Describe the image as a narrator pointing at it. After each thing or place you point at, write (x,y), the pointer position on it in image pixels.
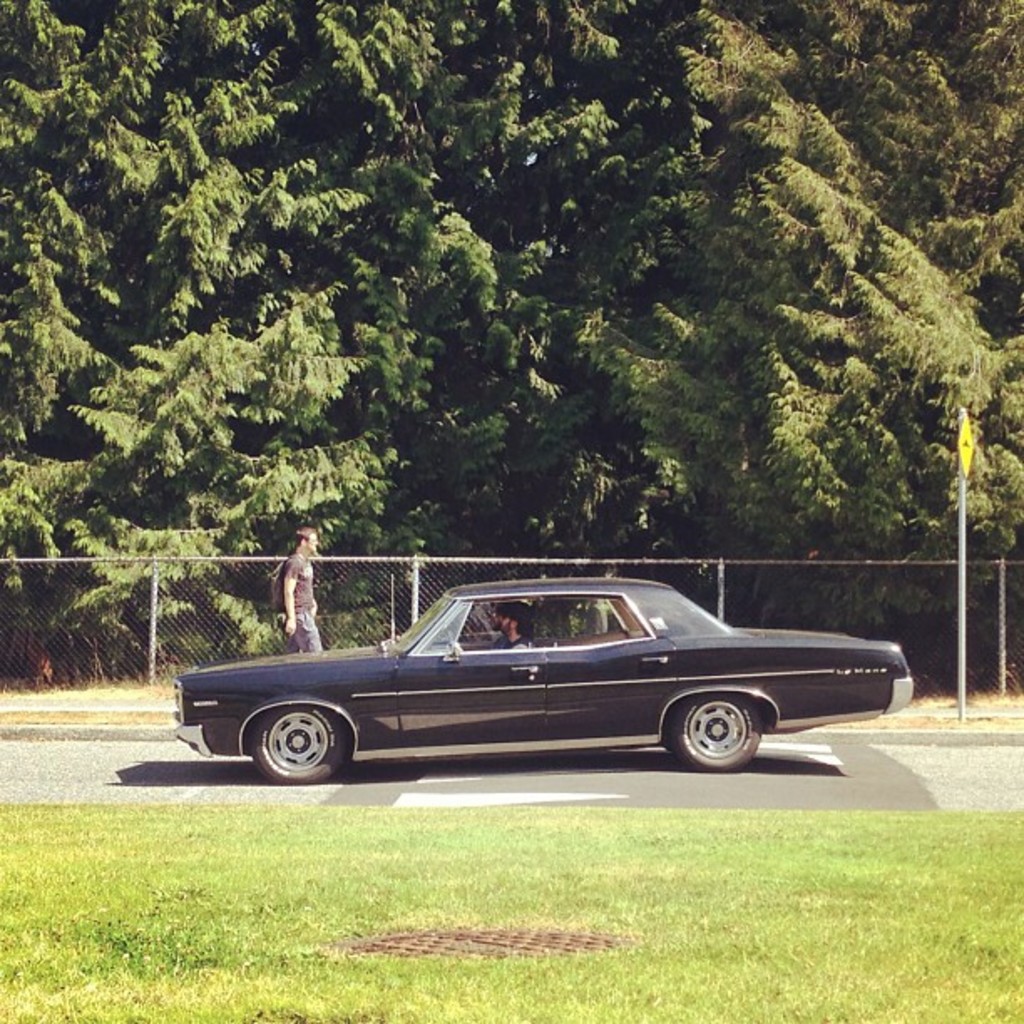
In the image there is a black car (468,722) going on the road (252,774) and either side of it there is grassland (425,878) and behind it there is a man (297,569) standing in front of the fence (5,631) and in the background (492,388) there are trees (240,247).
